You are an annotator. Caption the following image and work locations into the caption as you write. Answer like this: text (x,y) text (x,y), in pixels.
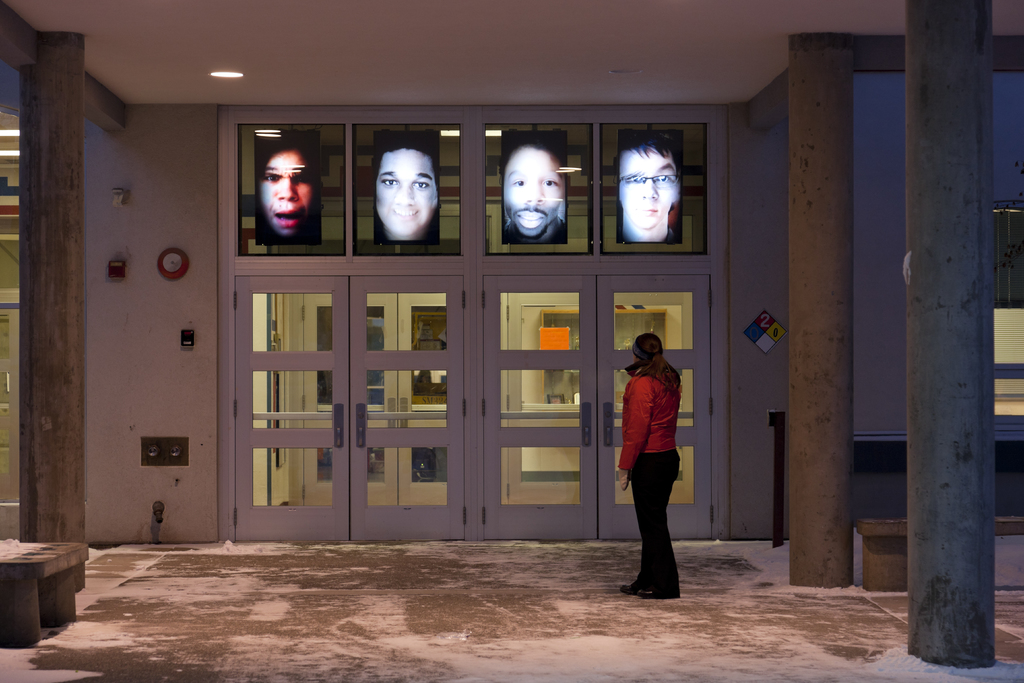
In the foreground (811,337) I can see a person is standing on the floor (734,584), bench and pillars (847,508). In the background (876,443) I can see a wall (860,345), windows (418,421) and photo frames (303,174). This image is taken outdoors.
